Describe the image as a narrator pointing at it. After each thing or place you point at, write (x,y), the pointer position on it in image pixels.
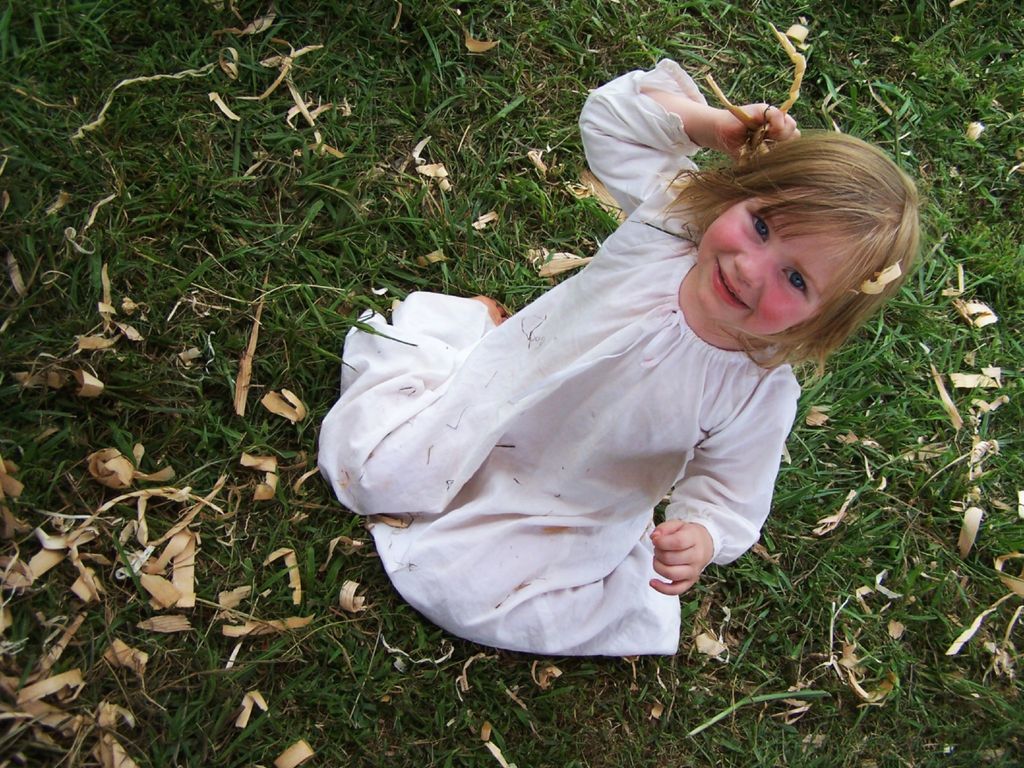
In this image in the center (634,445) there is a girl (579,469) sitting and smiling and there's grass (386,232) on the ground (363,224) and there are dry leaves (147,577).
